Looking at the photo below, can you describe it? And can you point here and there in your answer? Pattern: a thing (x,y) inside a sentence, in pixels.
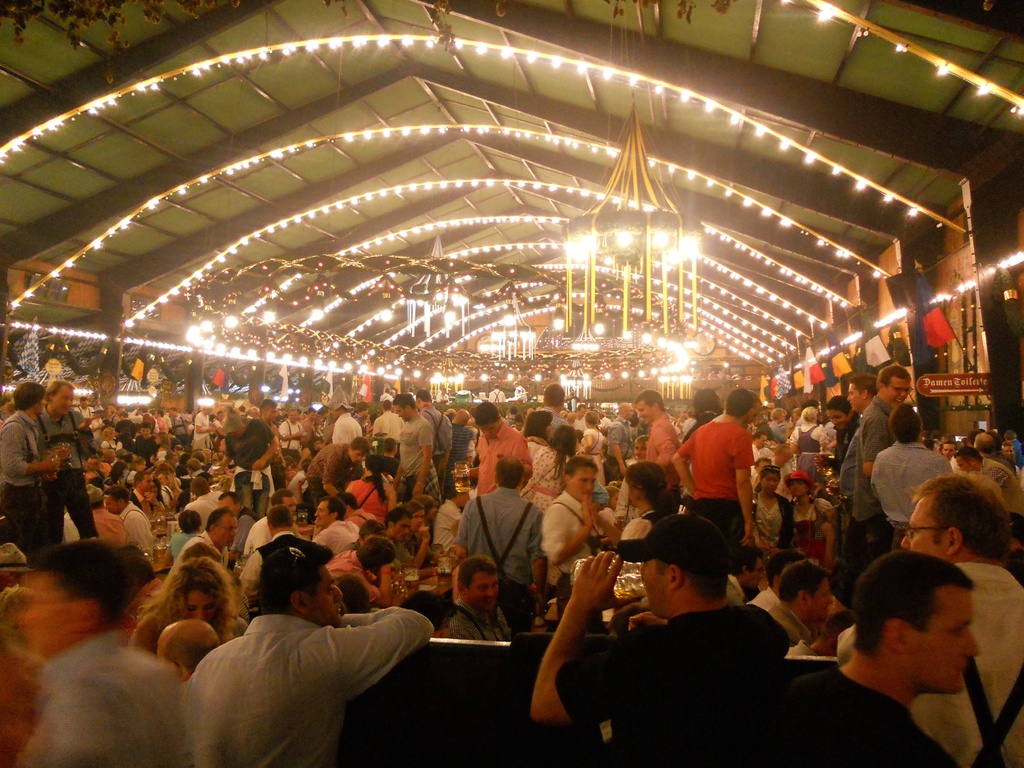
In this picture, we can see group of people (356,555), few people (518,541) are standing and few people (381,537) are sitting on the chair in front of the bench (422,581) and few people (241,422) are walking. On the bench (434,586), we can see some bottles (445,564). On top (714,240) there is a roof (458,168) with few lights (666,255).
